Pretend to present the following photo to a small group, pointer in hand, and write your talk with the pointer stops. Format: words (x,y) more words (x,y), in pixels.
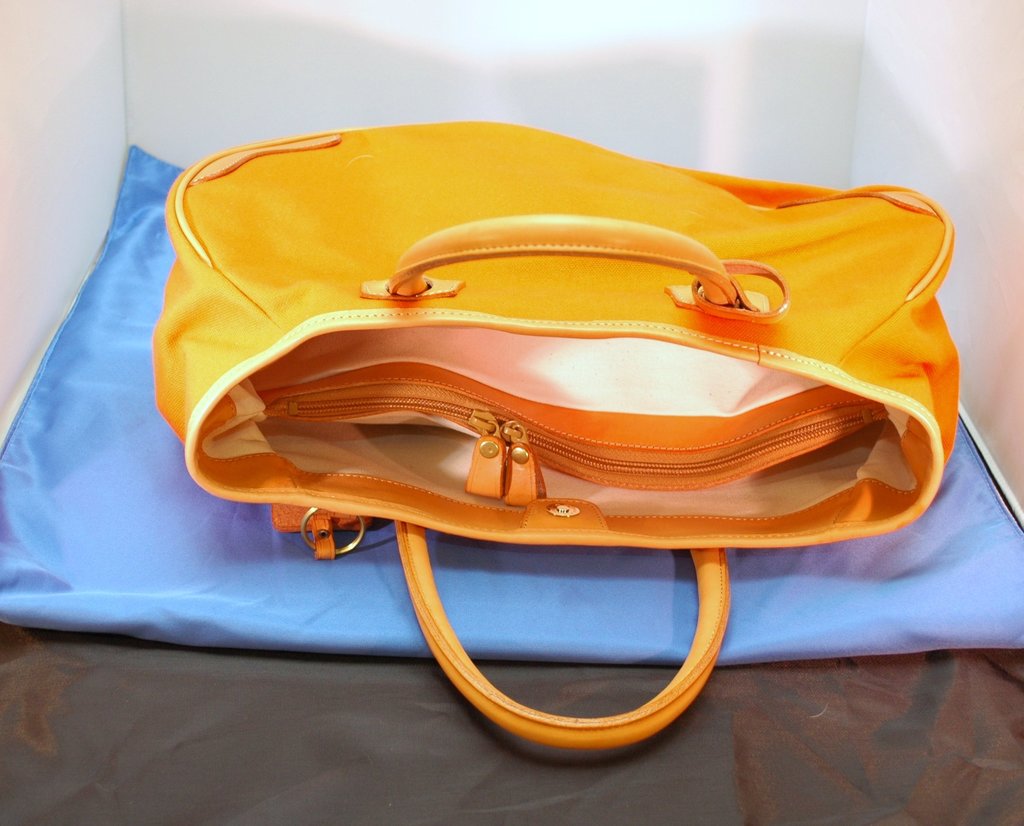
In this picture we can see a orange color bag (627,233) with zips (630,459) and this bag (450,434) is placed on a blue color cloth (164,517).
